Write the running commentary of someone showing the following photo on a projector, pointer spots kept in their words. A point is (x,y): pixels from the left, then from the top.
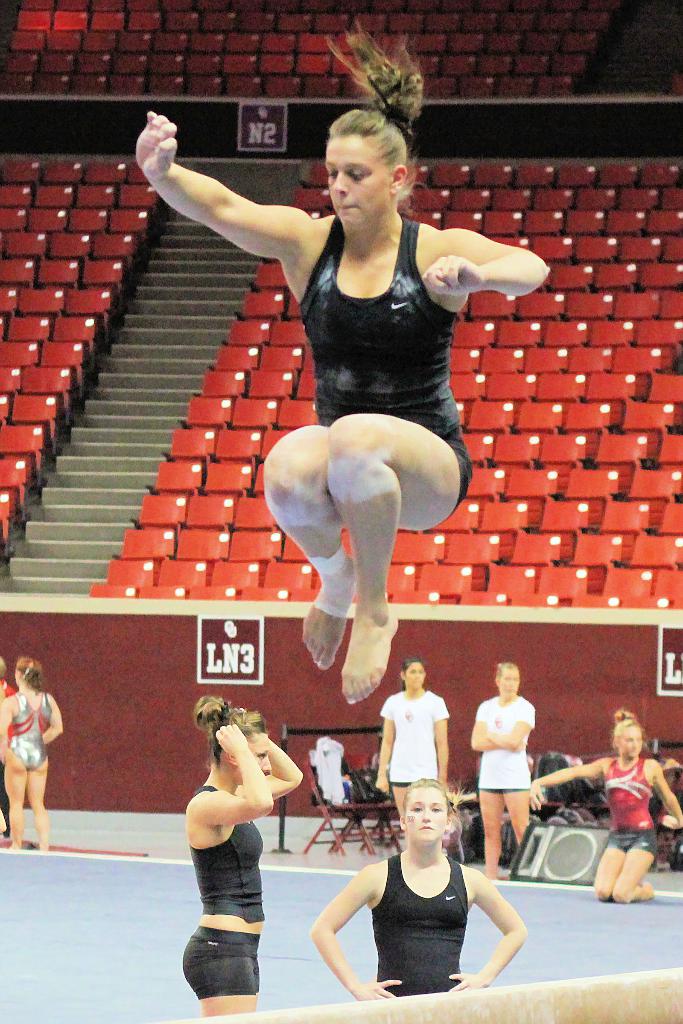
At the bottom of the image (548,988), we can see one object (532,1001). In the center of the image (379,524) we can see one woman (415,340) jumping and two persons (226,865) are standing. In the background (565,227), we can see chairs (11,259), fences (673,116), banners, bags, one speaker (541,848), staircase (130,415), few people (410,704) and a few other objects (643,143).
